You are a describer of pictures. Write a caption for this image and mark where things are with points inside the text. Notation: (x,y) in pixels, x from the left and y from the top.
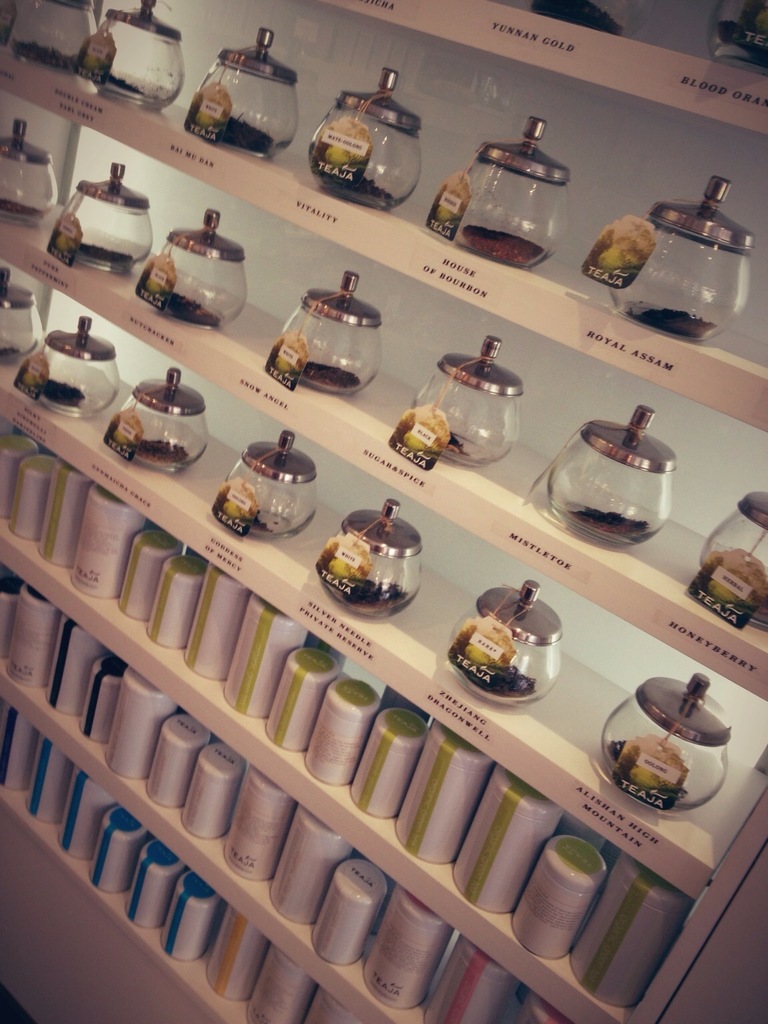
In this image we can see a group of containers (381,596) placed on the racks (740,662) in which we can see some containers (391,595) having tags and text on them.
